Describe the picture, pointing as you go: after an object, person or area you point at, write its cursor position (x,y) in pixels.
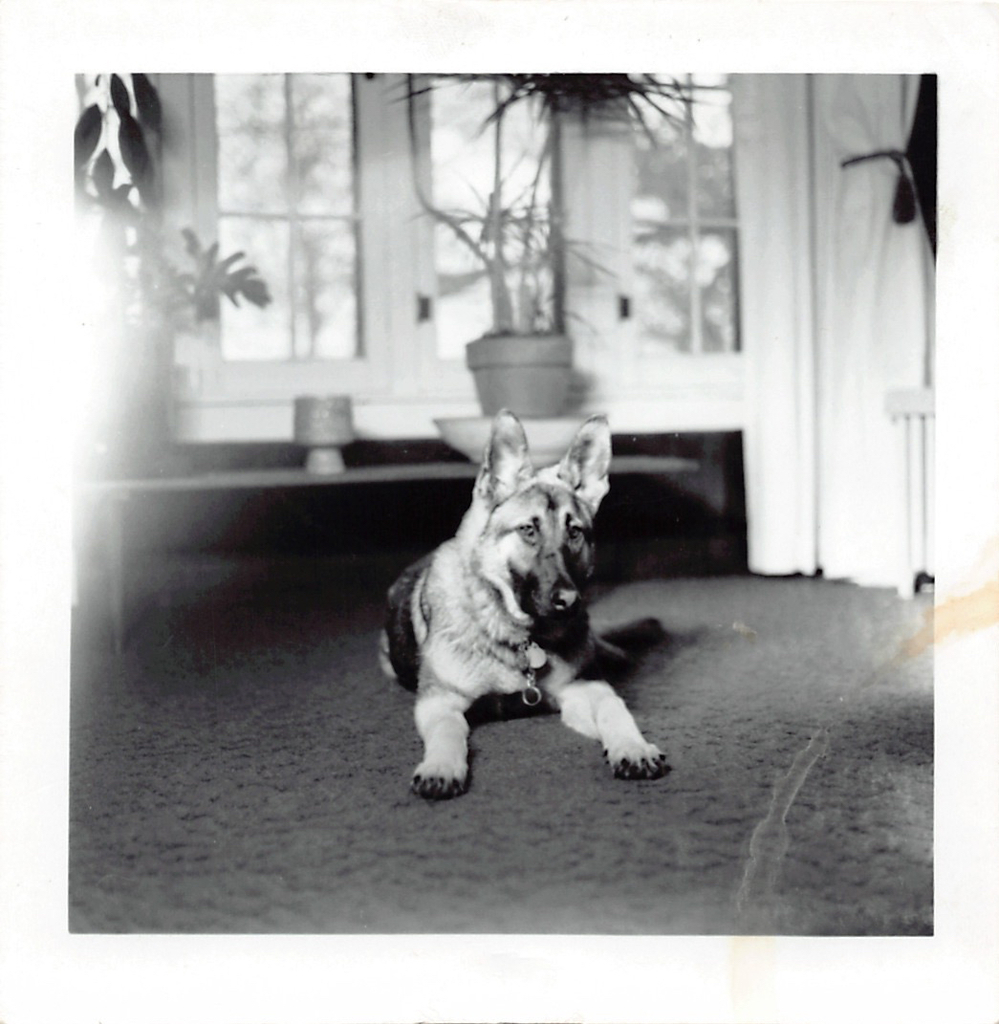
In this image we can see the dog (500,571) lying on the floor (263,796). And we can see the table (269,483). And we can see the flower pots (532,223). And we can see the window (326,160). And we can see the curtains (889,359).
